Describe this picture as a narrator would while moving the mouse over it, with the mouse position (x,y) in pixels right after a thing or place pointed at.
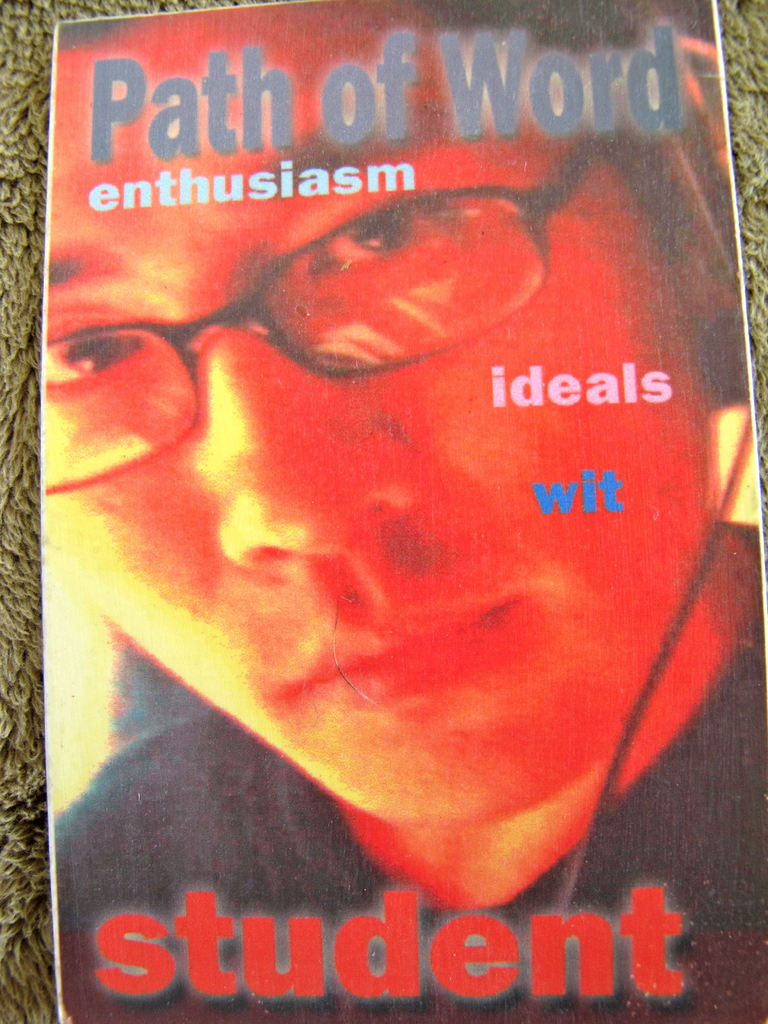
In this image we can see a poster (61,91) on a surface (15,452). On the poster (395,612) we can see person (333,552) wearing specs (287,341). Also something is written on the poster (377,913).
